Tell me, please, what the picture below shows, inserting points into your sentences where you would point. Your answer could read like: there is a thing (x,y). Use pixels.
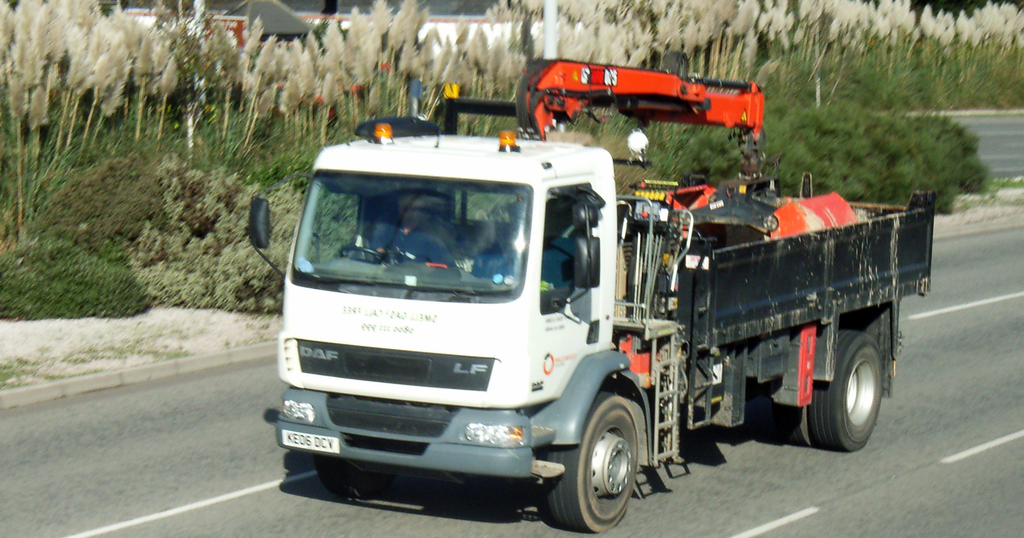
In this image we can see a motor vehicle (371,262) and a person (398,226) in it, road (173,414), trees (187,80), shrubs (86,247) and ground (92,327).
